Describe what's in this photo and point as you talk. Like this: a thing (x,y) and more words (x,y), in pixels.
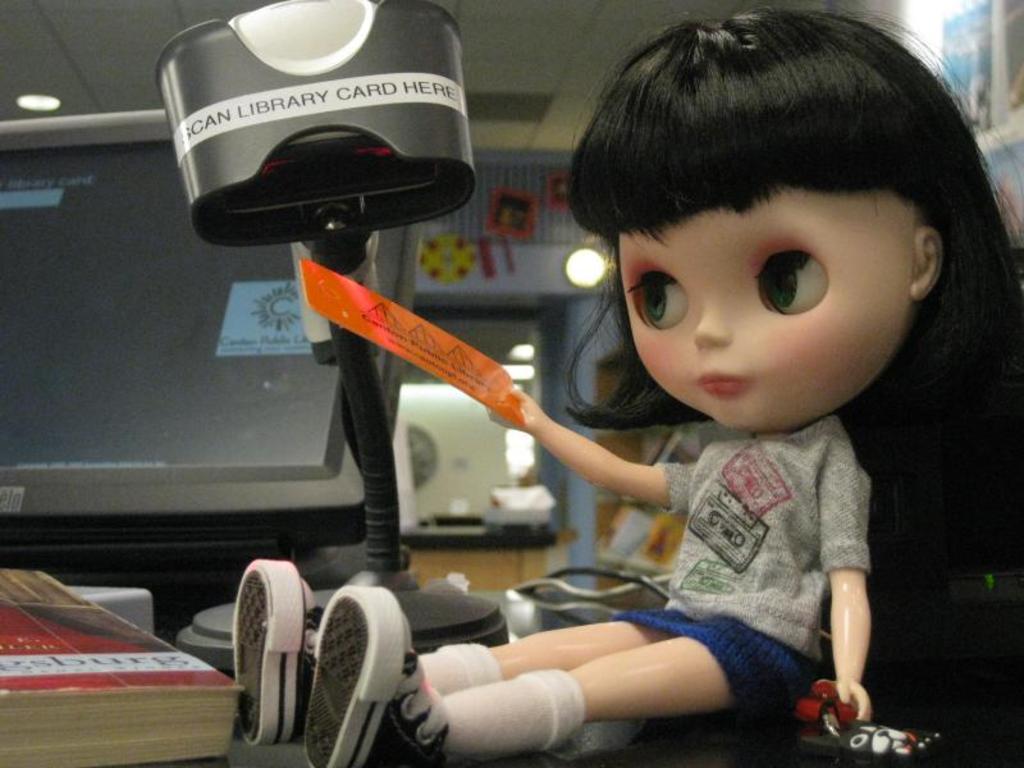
In the foreground of this image (576,680), there is a doll (612,668) holding an orange sheet (471,350) is sitting on a table (711,728). On the left (67,720), there is a book (57,715). In the middle (370,480), there is a scanner (322,338) and a monitor (337,509). In the background (471,94), there is a ceiling (551,84), lights (578,282), few decorative objects (435,258) on the wall (536,270) and an unclear objects (475,550).
